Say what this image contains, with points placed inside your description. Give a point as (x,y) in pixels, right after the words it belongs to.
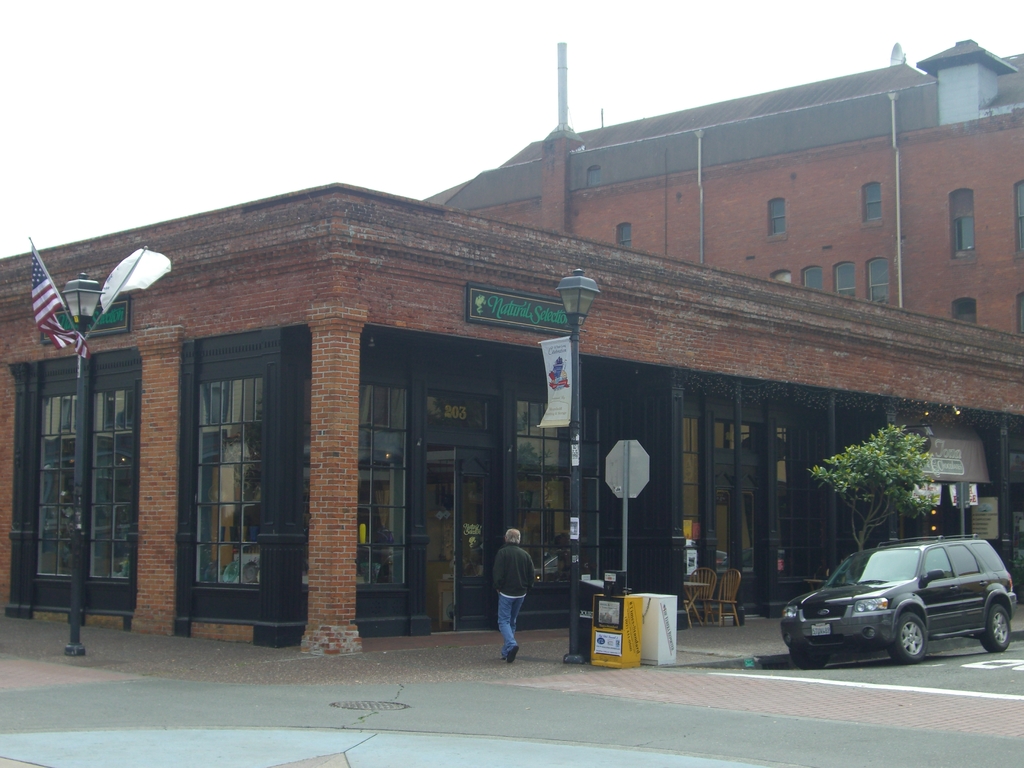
In this image we can see a building (497,494) with windows (70,478) on it. In the foreground (517,613) we can see a person (513,599) standing on the path (533,669). To the right side of the image (853,628) we can see a vehicle (935,587) parked on the road (824,692). In the background (875,498), we can see a group of poles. lights (88,303), flags (104,301) and a tree (842,495).
